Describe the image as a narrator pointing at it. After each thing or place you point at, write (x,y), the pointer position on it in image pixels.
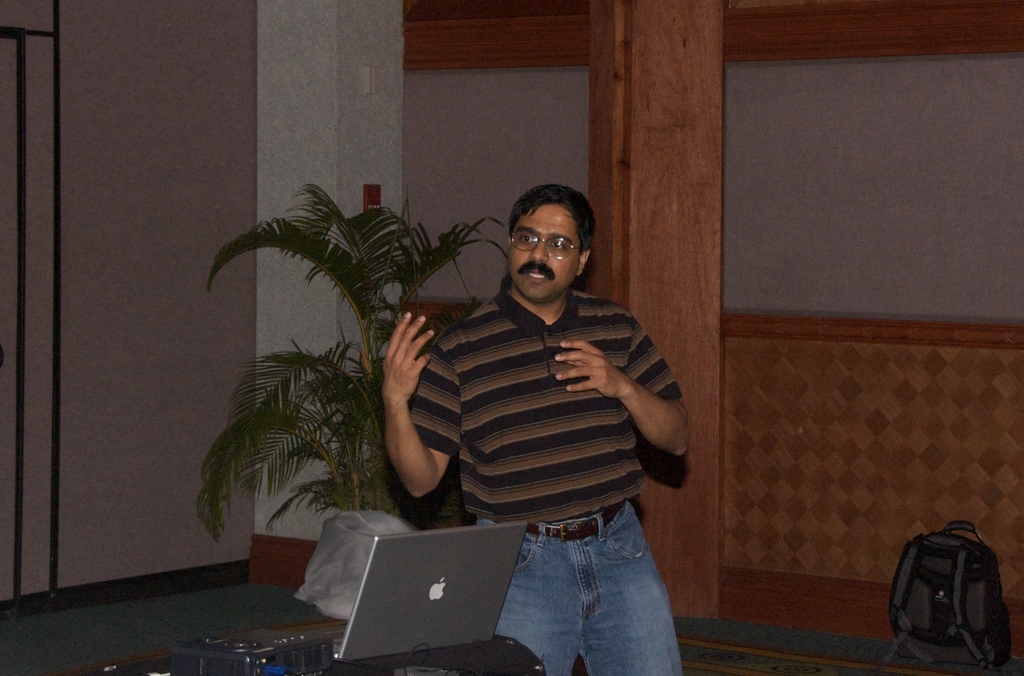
In this picture there is a person (566,587) who is standing at the center of the image (479,434), there is a table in front of him on which there is a laptop (509,536), there is a plant (409,225) behind the person (472,320) at the center of the image (363,269), there is a bag (971,589) on the floor (118,655).
